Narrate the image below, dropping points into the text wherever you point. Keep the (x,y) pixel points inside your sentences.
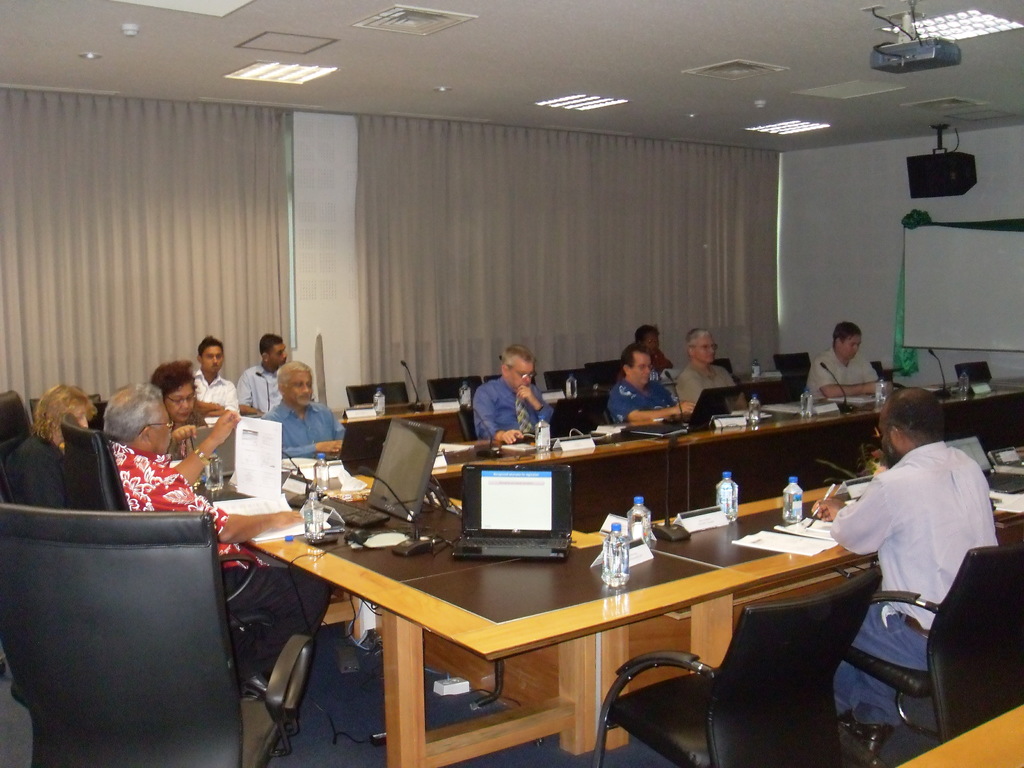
This picture is of inside the conference room (725,609). On the right (934,473) there is a man (945,488) wearing white color shirt (936,500), holding a pen (825,499) and sitting on the chair (958,683). In a center there is a table (688,558) on the top of which water bottles (727,508), some papers (774,540) and laptops (364,448) are placed. On the left (144,405) there are group of persons (146,452) sitting on the chairs (113,471). We can see the group of people (692,374) sitting on the chairs (784,368). On the right corner (910,294) we can see a projector screen (971,301) and a microphone (938,359) attached to the table (957,392) and in the background (862,215) we can see a wall (825,187), curtains (662,175), projector (918,42) and a speaker (952,166).
